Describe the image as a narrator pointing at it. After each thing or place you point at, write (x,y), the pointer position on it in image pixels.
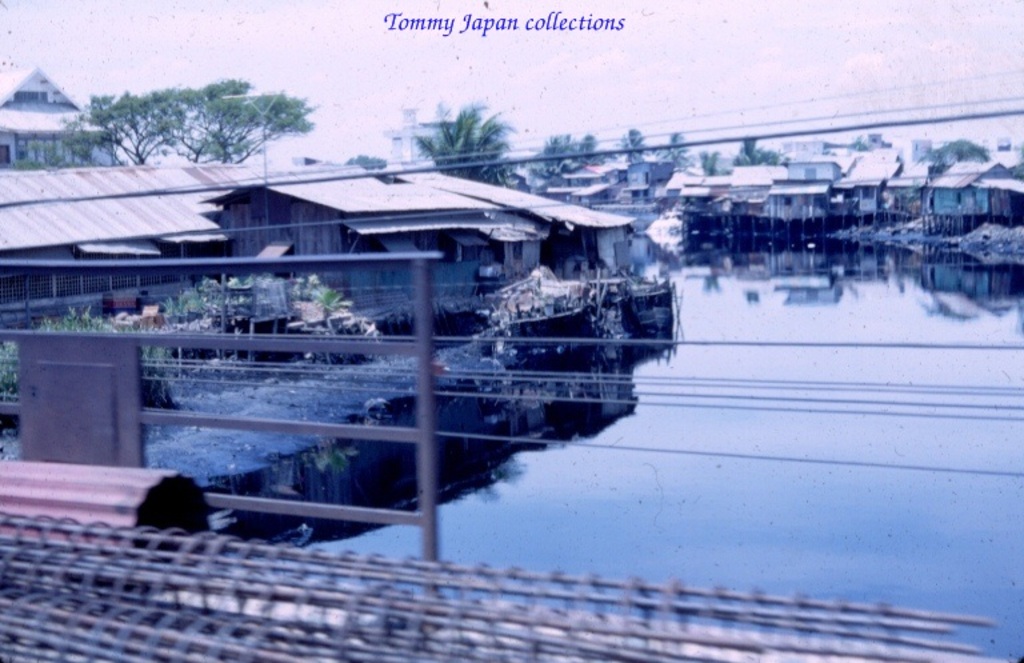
In this image we can see grille (386,574), railing (262,421), water (786,434), house (192,182), plants (173,314), trees (170,129) and sky (529,122). Something written at the top of the image (506,26).
